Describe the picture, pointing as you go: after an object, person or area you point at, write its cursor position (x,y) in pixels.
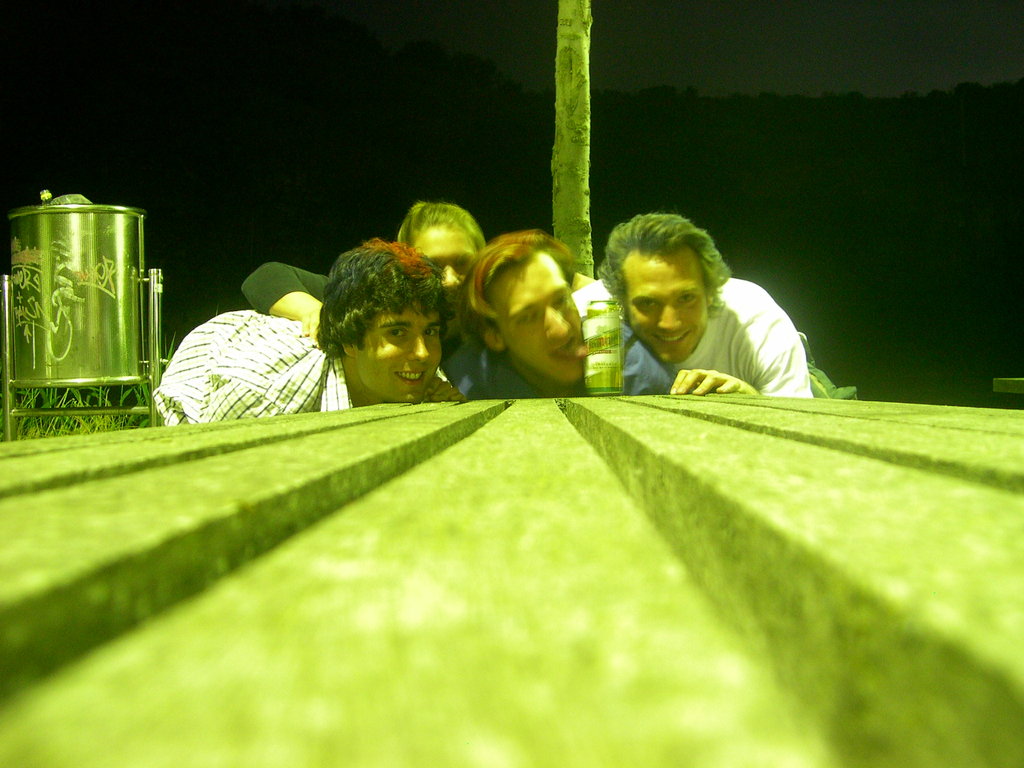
In this image I can see a table (476,572) in the front (637,458) and on it I can see a can (608,338). Behind the table (566,420) I can see four persons (502,317) and I can also see two of them are smiling. On the left side of the image (108,317) I can see a container (137,297) and on it I can see something is written. I can also see a pole (570,18) in the background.
